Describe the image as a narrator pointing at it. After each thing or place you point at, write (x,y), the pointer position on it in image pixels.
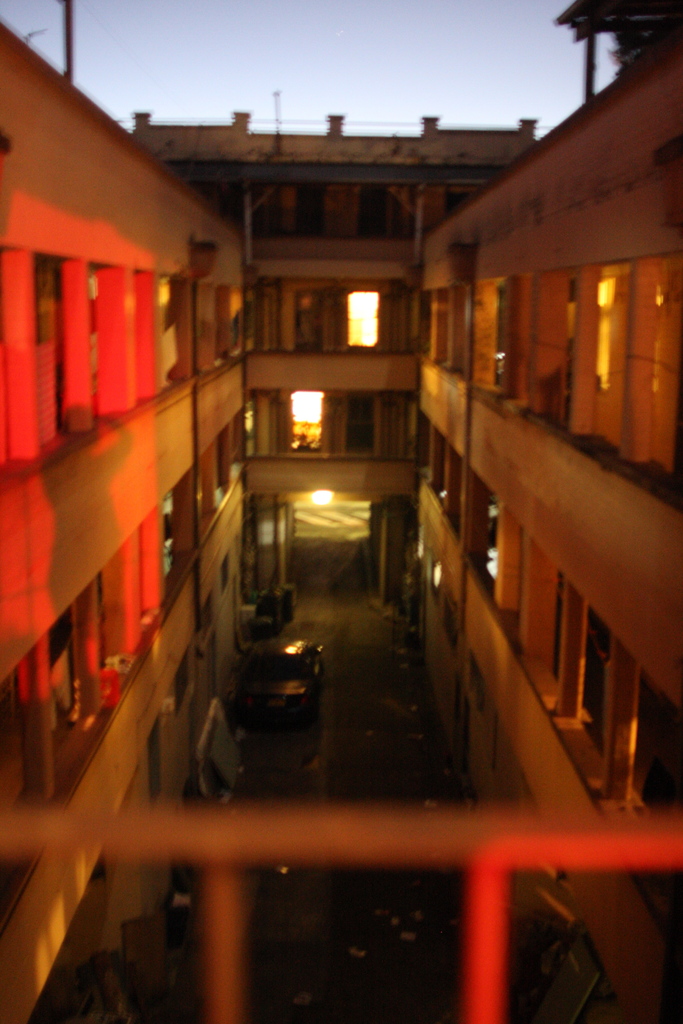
In this image we can see a building (309,243) and a car (312,653) parked on the road (381,645) and sky (391,39) in the background (447,62).
